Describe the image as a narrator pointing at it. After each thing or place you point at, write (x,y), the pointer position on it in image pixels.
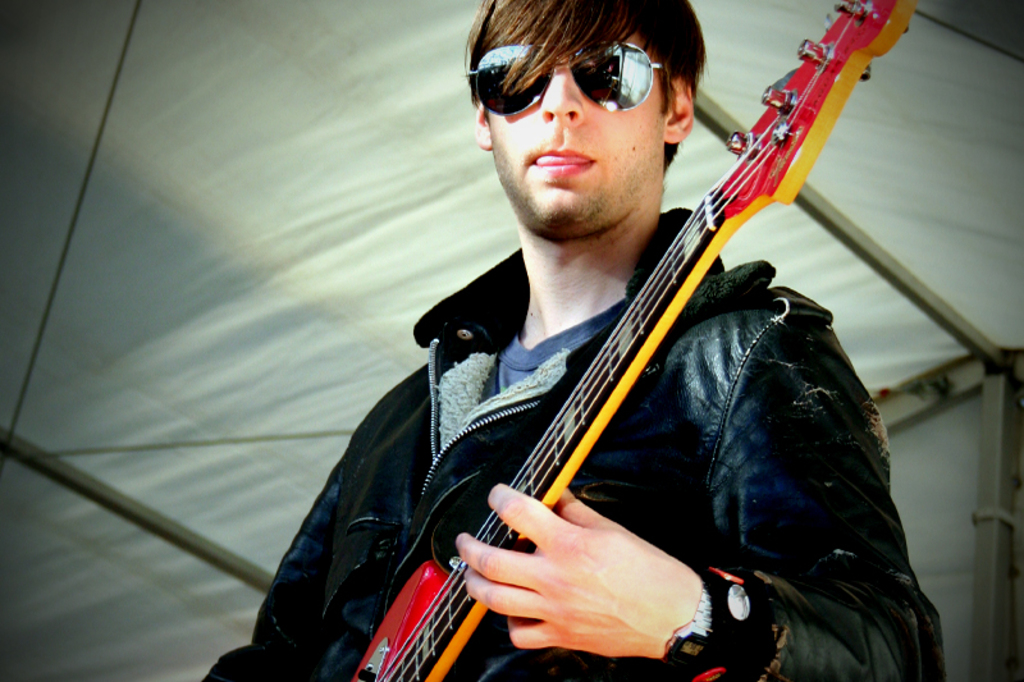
This picture shows a man (660,360) standing and playing guitar (824,107) and he wore sunglasses (503,93) on his face (494,142).
